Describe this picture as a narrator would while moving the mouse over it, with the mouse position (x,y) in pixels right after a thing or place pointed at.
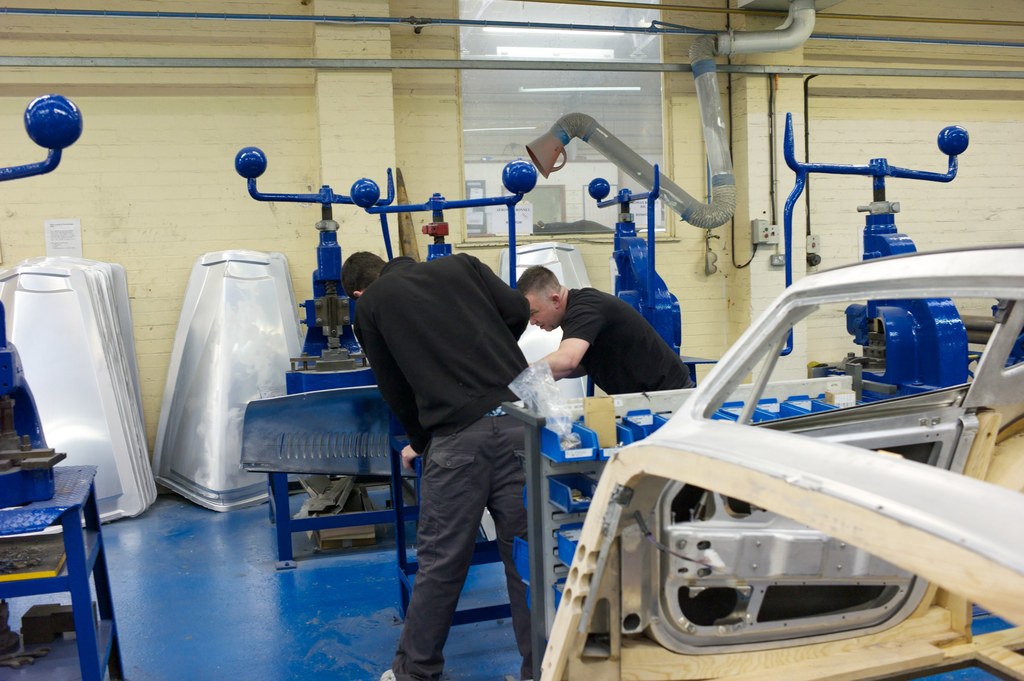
In the picture I can see groups of objects (359,439), The object's (311,367) color is in blue. In the middle of the image (437,358) I can see two persons (483,369) are holding the objects (330,424).
